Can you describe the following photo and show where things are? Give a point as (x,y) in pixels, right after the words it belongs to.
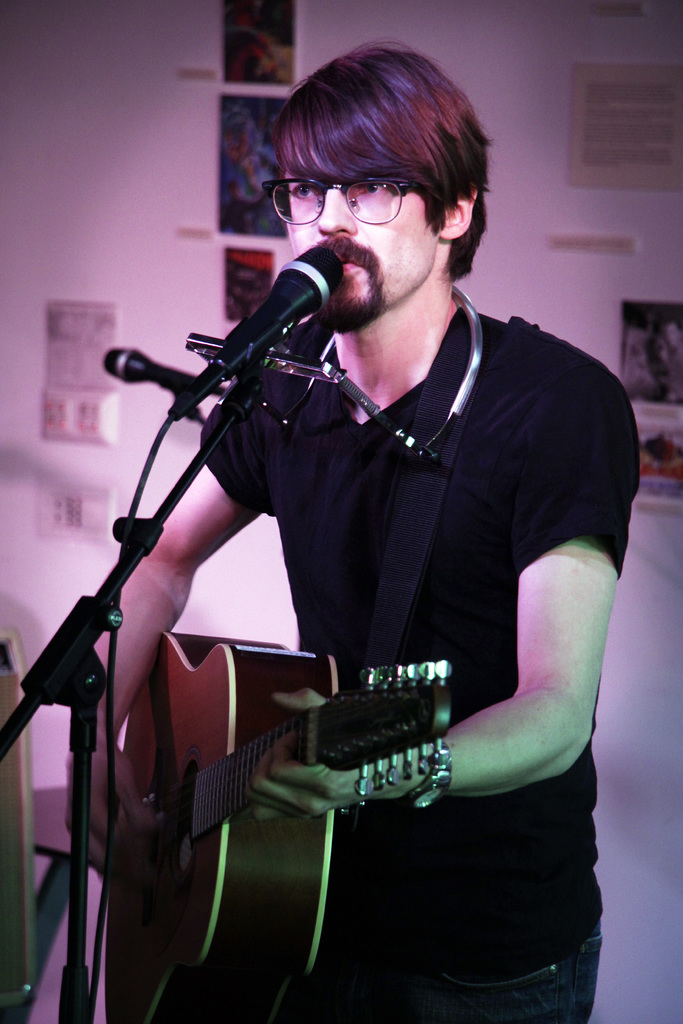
In this picture we can see a man (573,421) wearing a black shirt (544,371), standing in front of a mike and playing a guitar (247,766). on the background (267,87) we can see a wall (59,242) with photo frames (256,195). This is a socket (73,500).
